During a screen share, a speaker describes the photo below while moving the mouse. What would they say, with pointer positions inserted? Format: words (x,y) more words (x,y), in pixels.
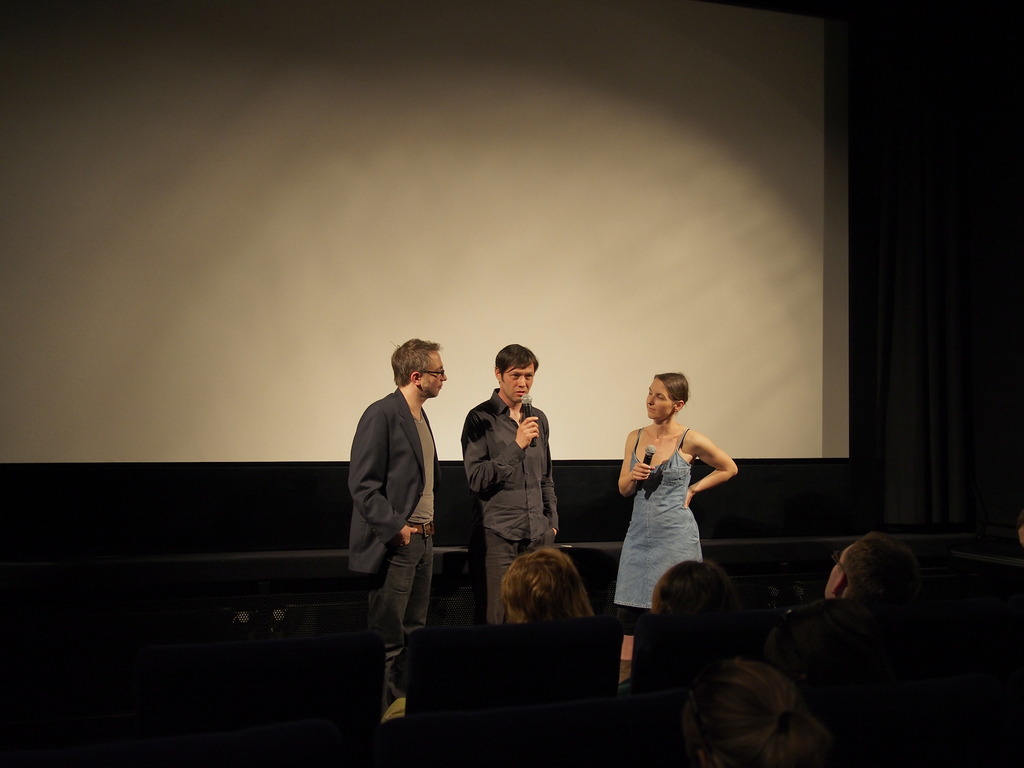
In this image, there are three persons (497,505) standing. Among them two persons (517,458) are holding the mikes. In front of the three persons (637,513), I can see few people (573,596) sitting on the chairs (531,671). In the background (421,271), I can see a screen (732,378). On the right side of the image (911,397), there is a curtain (931,454).
